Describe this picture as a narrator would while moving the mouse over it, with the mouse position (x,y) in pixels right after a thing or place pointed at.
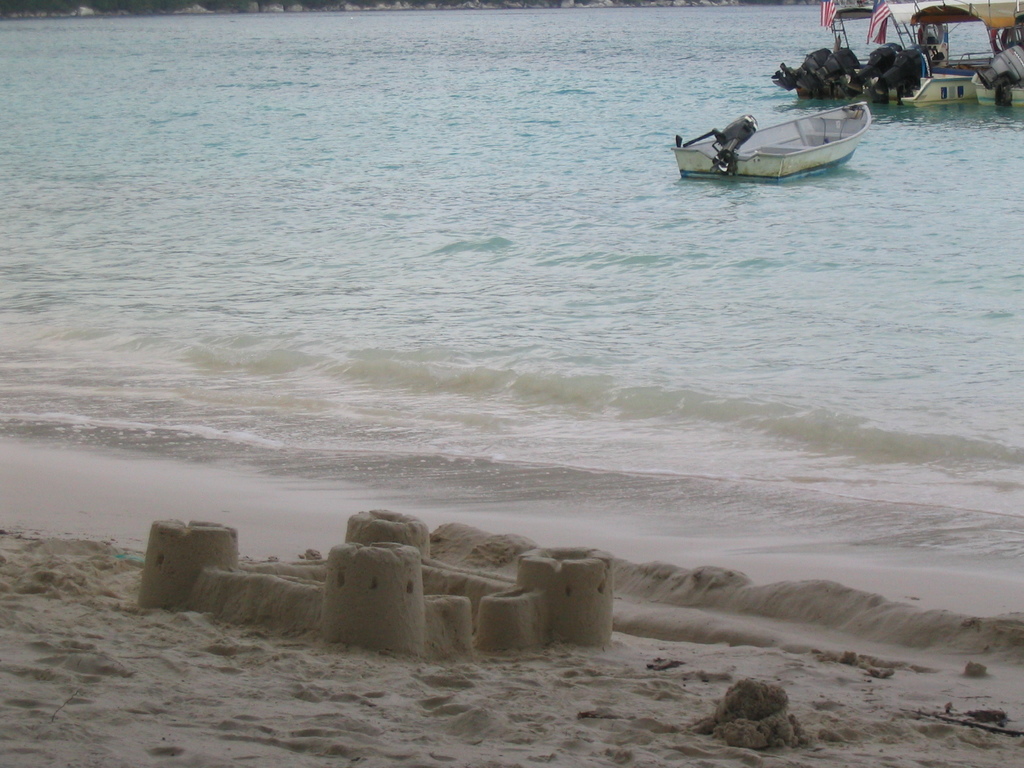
Front this is sand castle (413,574). On this water (844,228) there are boats (791,121) with motors (826,60) and flags (829,12).
